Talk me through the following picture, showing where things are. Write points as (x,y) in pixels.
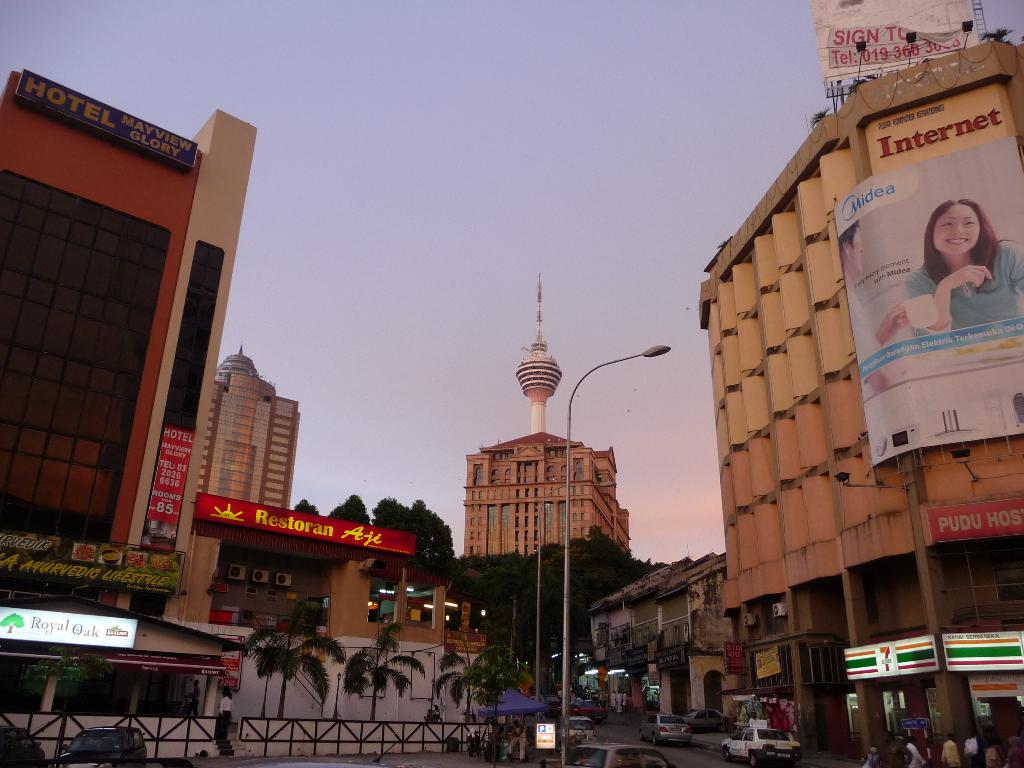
In this image there are vehicles (641,748) on the road (674,761). On the right side of image (890,748) there are people (1022,752) walking on the road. There are banners (861,301). In the center of the image (571,398) there is a street light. In the background of the image (475,716) there are buildings (604,458), trees (581,555) and sky (684,514).
